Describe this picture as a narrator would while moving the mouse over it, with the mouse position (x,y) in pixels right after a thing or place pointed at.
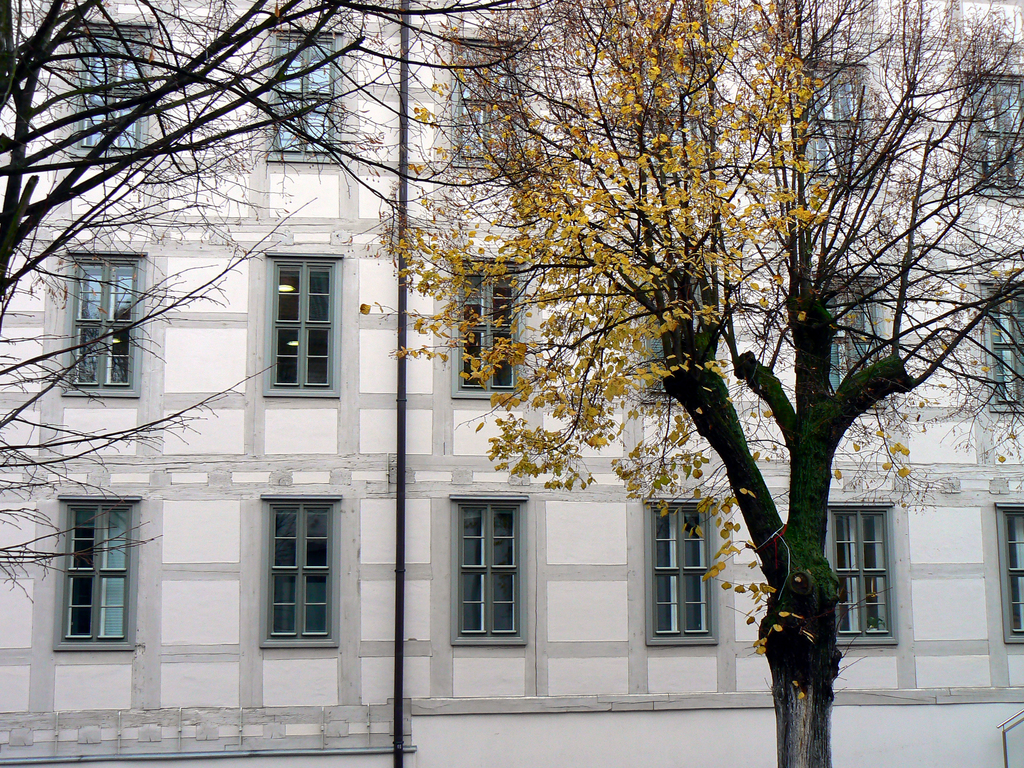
In this picture there is a building (750,252). In front of the building (428,136) I can see the trees (591,224). In the center (405,266) there is a black pole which is placed on the wall (413,297) near to the windows (999,345).
